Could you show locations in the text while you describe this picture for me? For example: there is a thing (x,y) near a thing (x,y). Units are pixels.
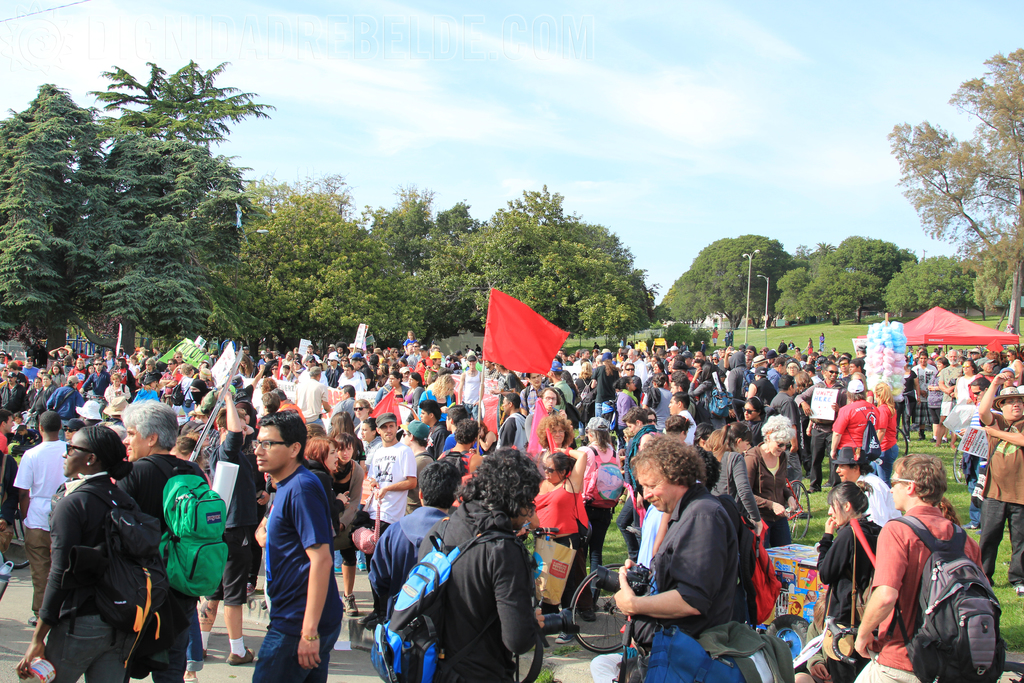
In this image we can see a group of persons (661,409) and among them few persons (440,387) are holding objects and few are carrying bags (603,450). In the middle of the persons (507,433) we can see a flag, food items (896,356) and a tent (949,335). Behind the persons (315,379) we can see the poles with lights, houses (719,318) and a group of trees (672,288). At the top (573,153) we can see the sky (653,47).
